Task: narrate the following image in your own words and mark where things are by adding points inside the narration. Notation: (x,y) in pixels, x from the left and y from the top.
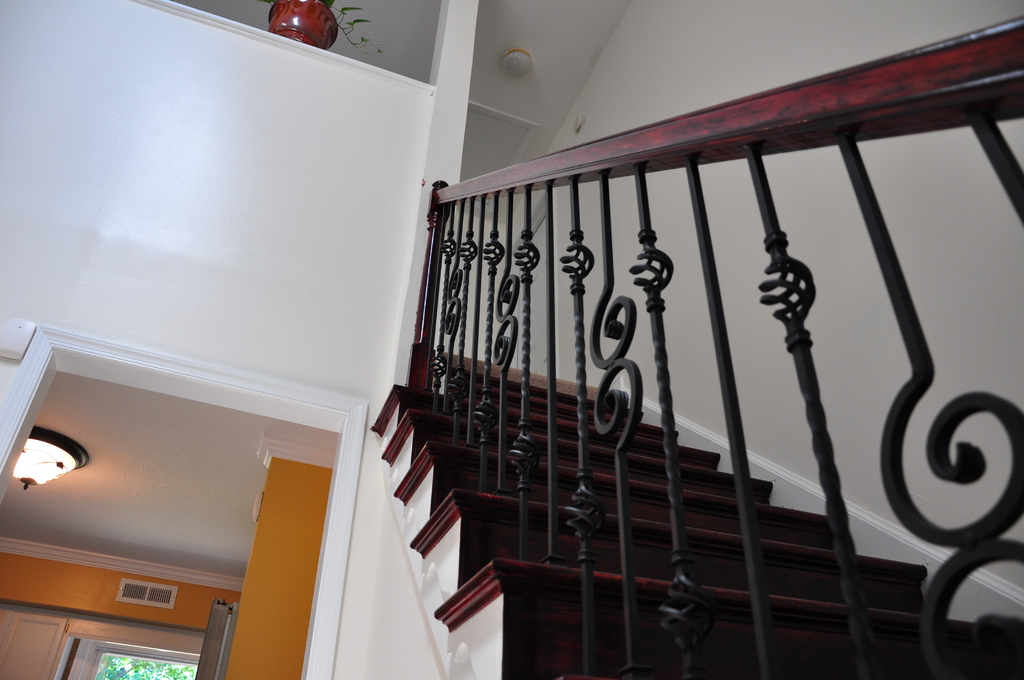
In this image I can see the railing (602,420) and stairs (596,464). In the top (319,21) I can see the flower pot (308,38). I can see the light (21,458), wall (55,294) and trees (119,668) in the image.
